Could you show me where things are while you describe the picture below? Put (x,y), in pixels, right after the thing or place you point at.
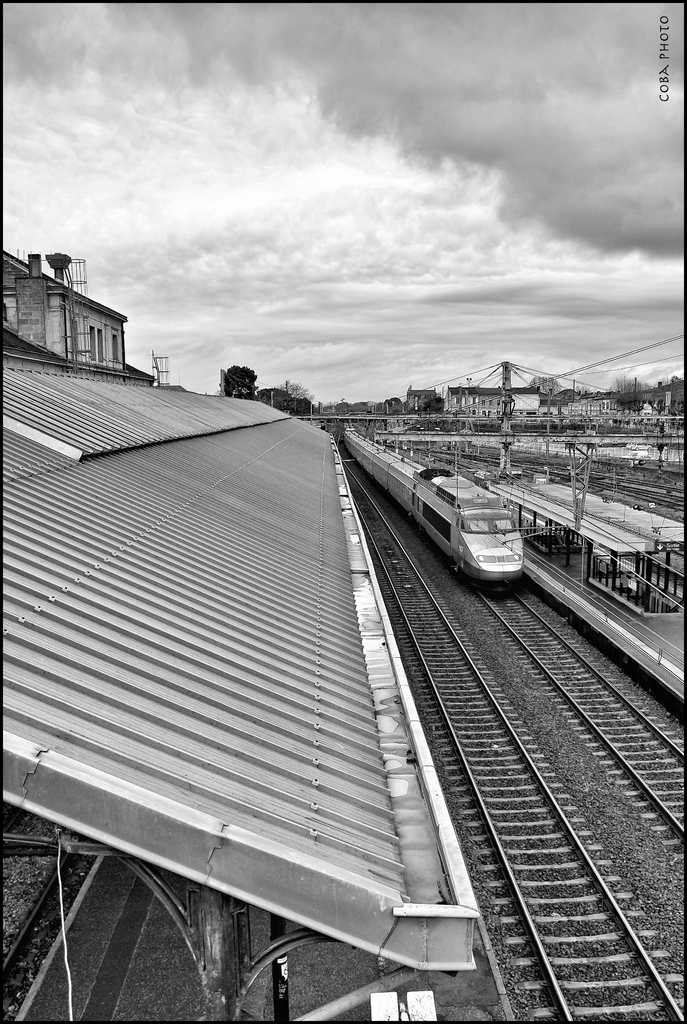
This is a black and white image. I can see a train (468,563) on the railway track (575,695). There are buildings (28,326), trees (351,406), poles (512,416), wires (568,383) and a roof (279,657). In the background (241,339), there is the sky (564,152). At the top right side of the image (670,101), I can see a watermark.
